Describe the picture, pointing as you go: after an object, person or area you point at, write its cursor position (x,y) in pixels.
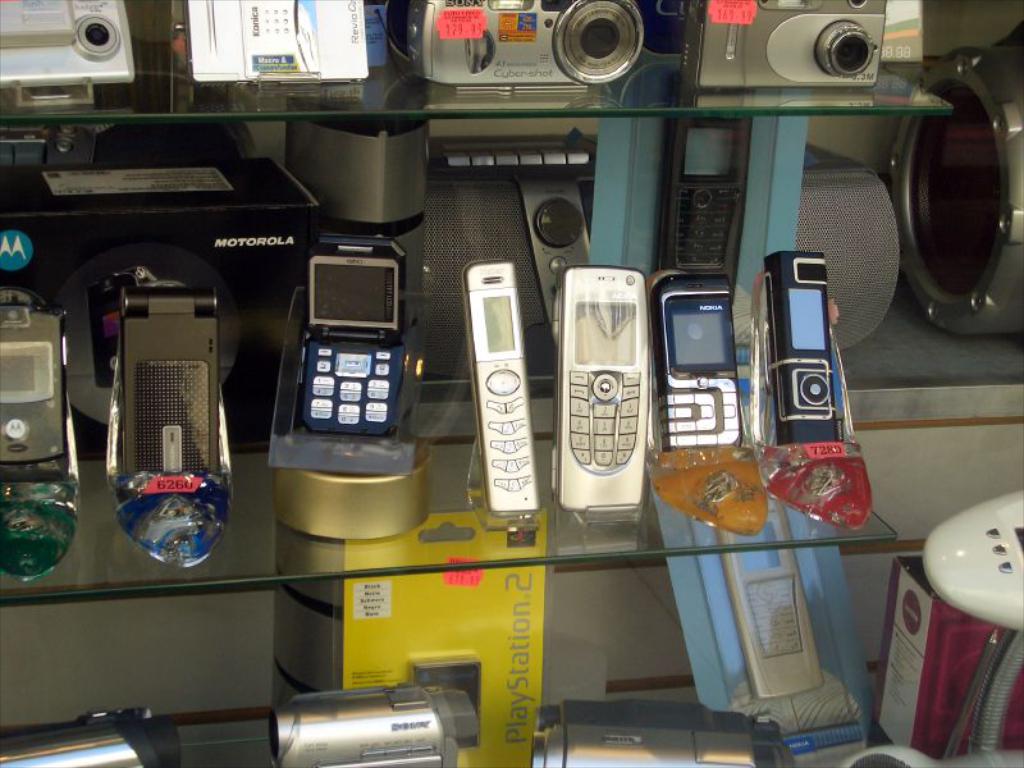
In this picture I can see few mobile phones (335,366) and few cameras (866,35) and few video cameras (679,719) in the shelves (439,455).
